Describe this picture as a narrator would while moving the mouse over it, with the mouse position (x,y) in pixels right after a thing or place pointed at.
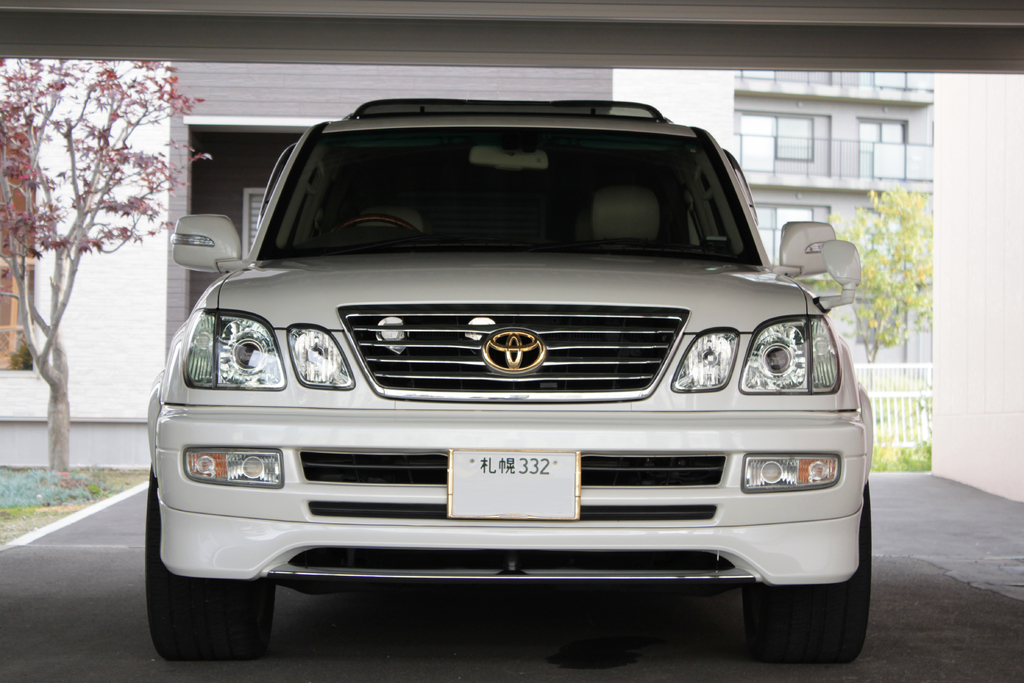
In this picture we can see a vehicle (458,540) is parked, behind we some buildings (107,261), fencing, trees (52,315).
